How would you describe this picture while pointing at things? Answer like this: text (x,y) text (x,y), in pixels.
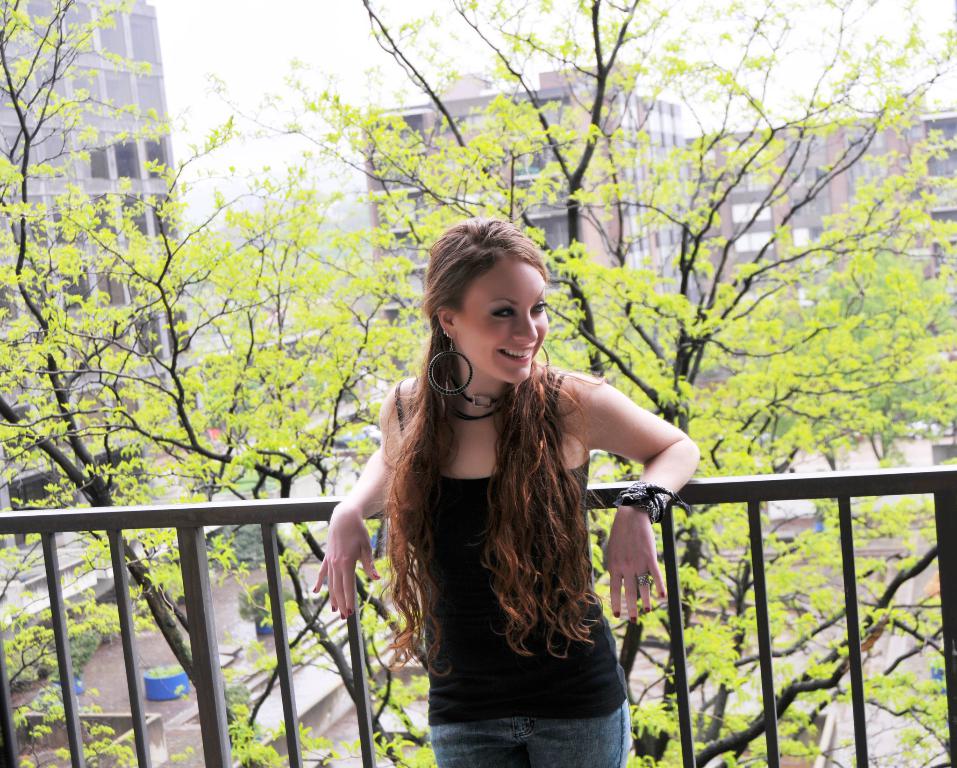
In this images we can see a girl (526,313) is standing at the fence (319,512). In the background (285,245) there are trees (249,299), buildings (124,100), plants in the pots (172,692) and sky (696,18).
